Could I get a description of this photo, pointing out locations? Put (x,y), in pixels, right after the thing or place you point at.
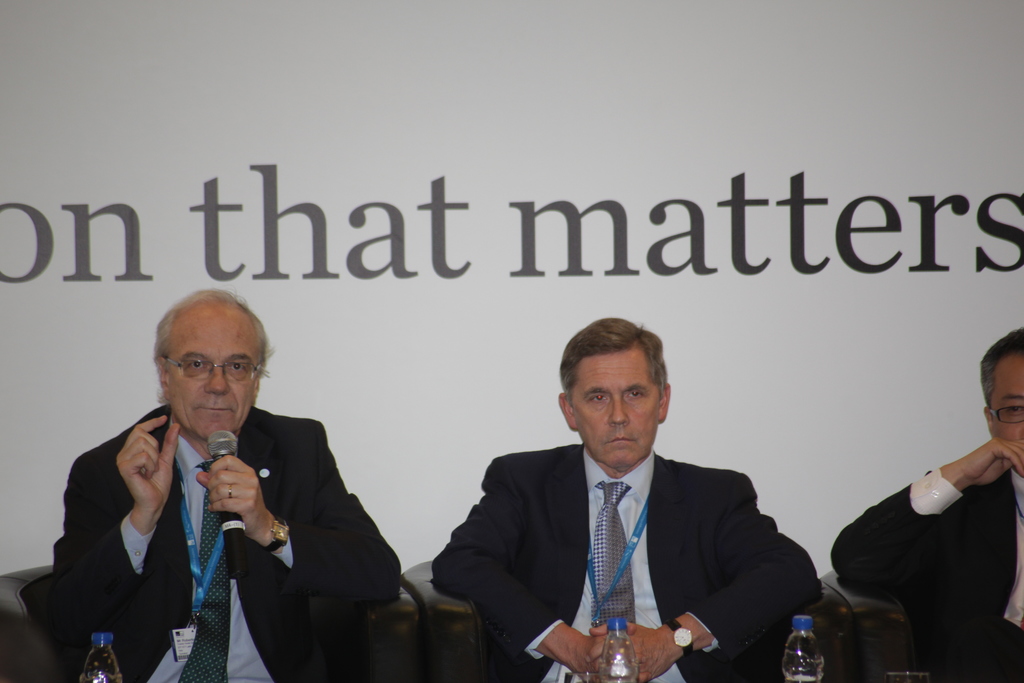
In the picture I can see three men (888,504) sitting on the sofas (338,675) and I can see one of them speaking on a microphone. I can see three of them wearing a suit (261,632) and tie (205,552). There is a tag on their neck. I can see the water bottles (808,680) at the bottom of the picture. It is looking like a text (861,200) on the screen (371,407) in the background (803,185).
